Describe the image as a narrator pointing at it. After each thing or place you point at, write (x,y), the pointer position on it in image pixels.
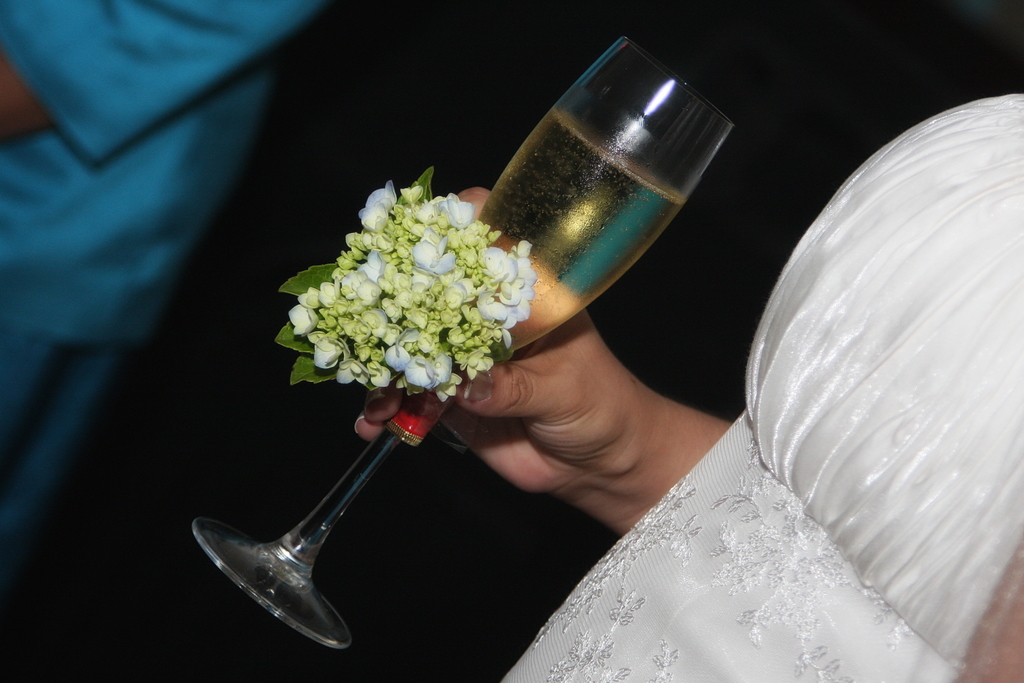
In this image there is a woman (755,475) holding the glass of wine (596,267) and flowers (470,305). In front of her there is another person (164,155).
